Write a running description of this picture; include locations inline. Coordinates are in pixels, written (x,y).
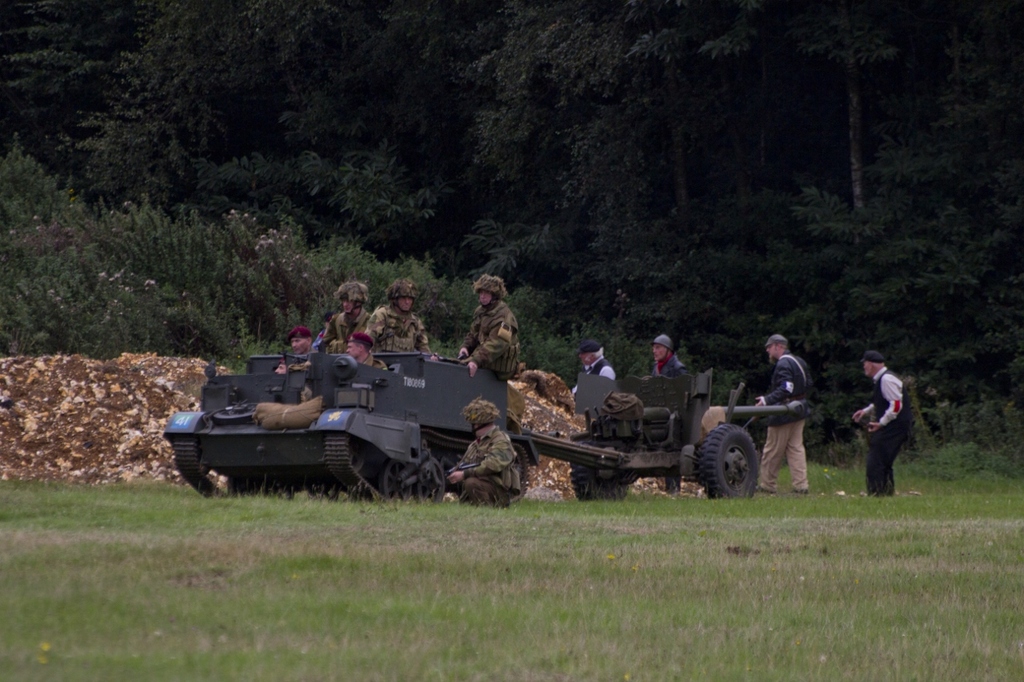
In this image I can see few people (378,350) are sitting on the military tank (415,427). In the background (599,370) I can see four people (612,369) are walking. On the top of the image (738,146) I can see the trees (294,152). On the bottom of the image (269,607) there is a grass (398,609).
